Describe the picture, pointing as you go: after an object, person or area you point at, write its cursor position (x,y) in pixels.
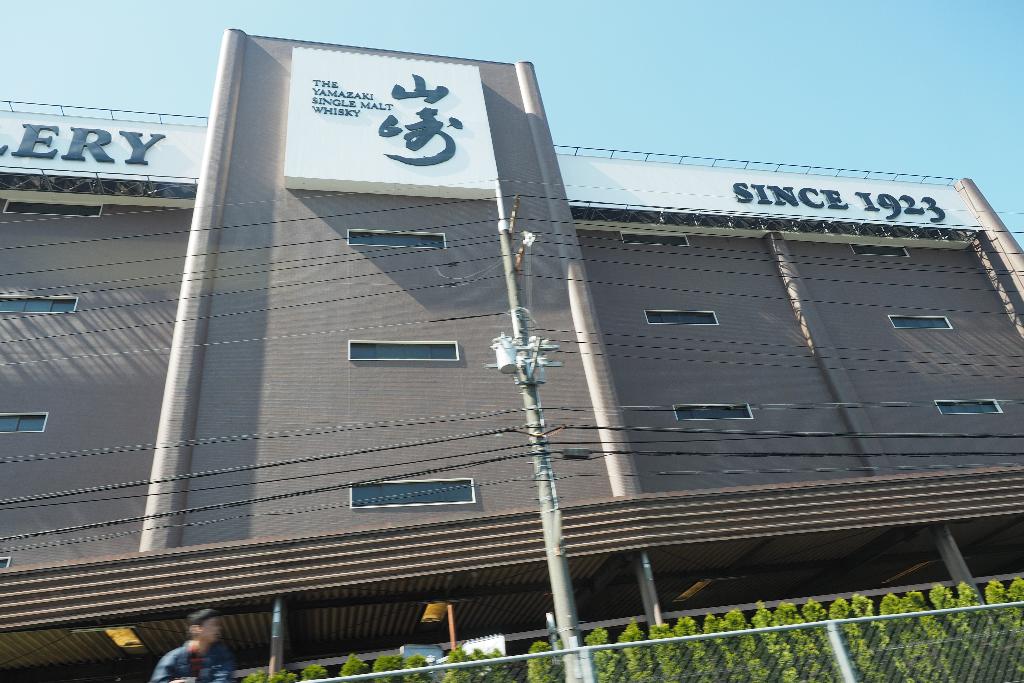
In the picture I can see the building (709,244). There is a stainless steel grill fence (845,626) at the bottom of the picture (930,642). I can see a man (156,682) on the bottom left side of the picture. I can see an electric pole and electric wires (405,426). There are no clouds in the sky (684,95).
